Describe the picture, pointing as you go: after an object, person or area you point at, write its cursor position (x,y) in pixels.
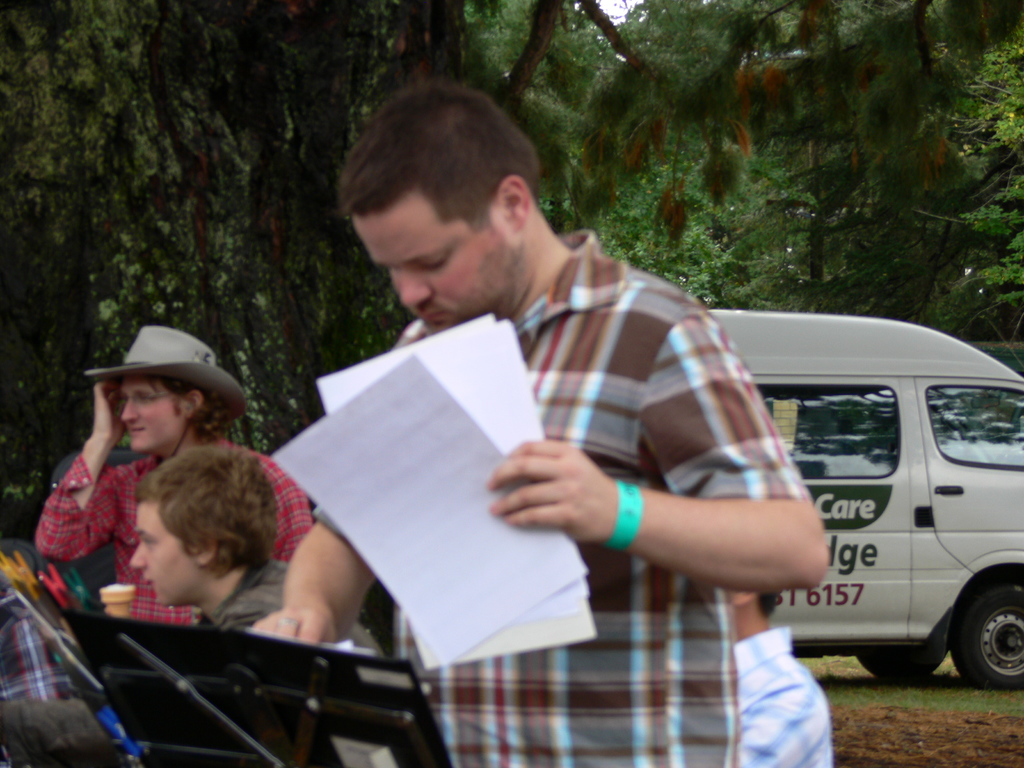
In the foreground of this picture (570,559), there is a man (655,706) standing by holding the papers (546,570) in his hand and there is a book holder (327,690) in front of him. In the background (201,490), there are persons (801,711), vehicle (853,544) on the grass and the trees (549,60).
